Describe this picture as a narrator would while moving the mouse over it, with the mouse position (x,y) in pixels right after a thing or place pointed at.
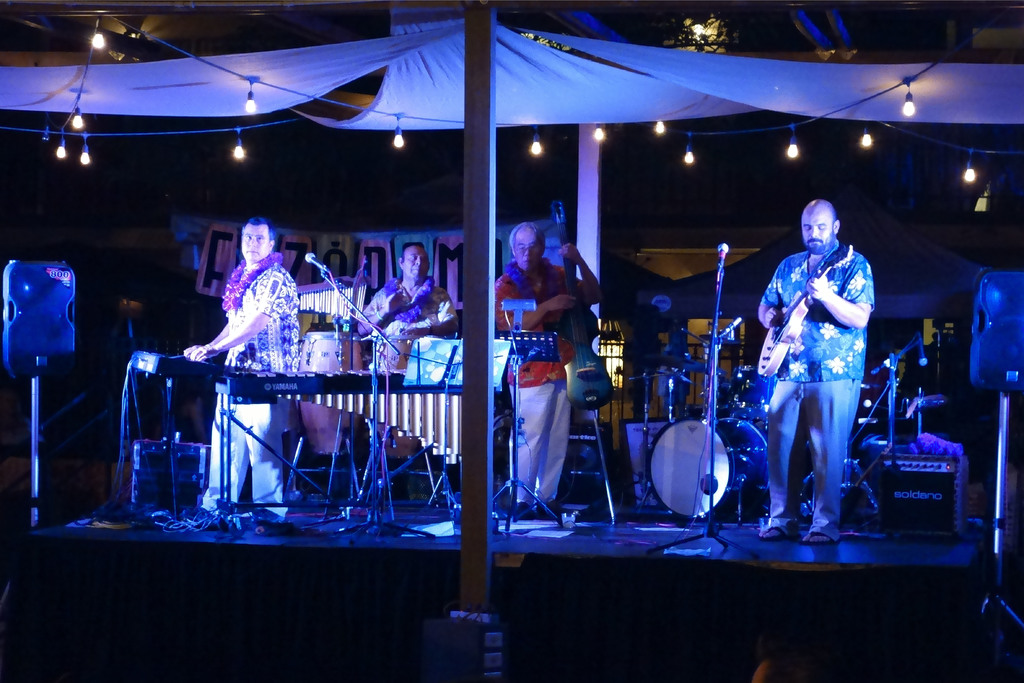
In this picture we can see some persons (829,317) are standing on the floor (677,533). He is playing guitar (848,248) and this is mike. Here we can see some musical instruments (358,384). This is pole (465,530) and these are the lights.
